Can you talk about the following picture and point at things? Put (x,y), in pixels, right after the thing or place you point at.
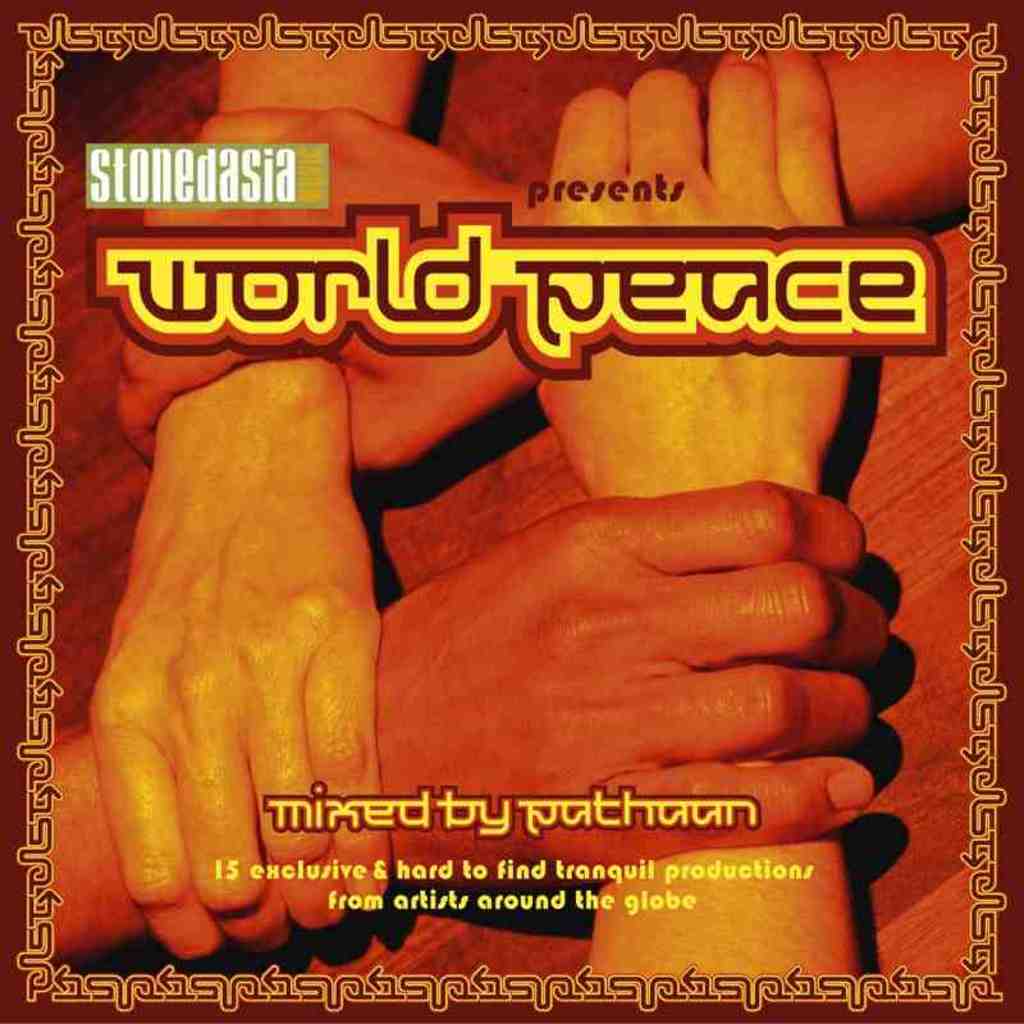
In this image I can see the poster (277,565). In the poster (394,494) I can see four hands (161,489) on the brown color surface (894,611). And I can see the name (692,267) written on the poster (338,267).
